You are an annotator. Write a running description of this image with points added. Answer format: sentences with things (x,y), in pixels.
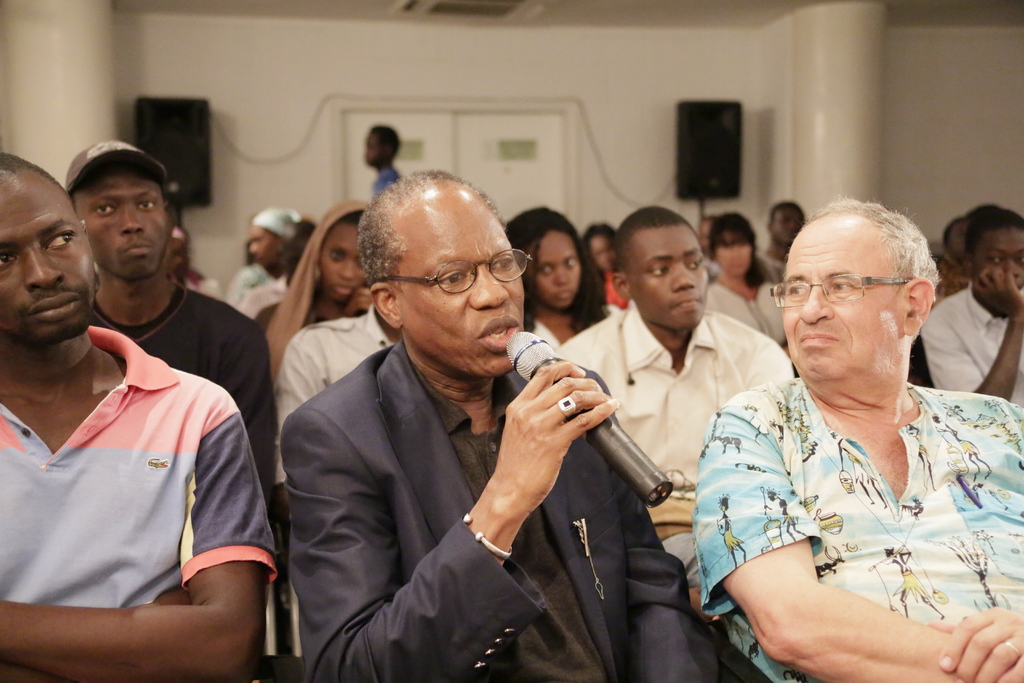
People (786,353) are sitting on the chairs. The person (453,558) at the center (471,446) is wearing a suit (457,464) and holding a microphone (531,365) in his hand (577,422). A person (392,170) is standing at the back (382,147). There is a pillar (840,153), speakers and a door (359,155) at the back (715,127).
